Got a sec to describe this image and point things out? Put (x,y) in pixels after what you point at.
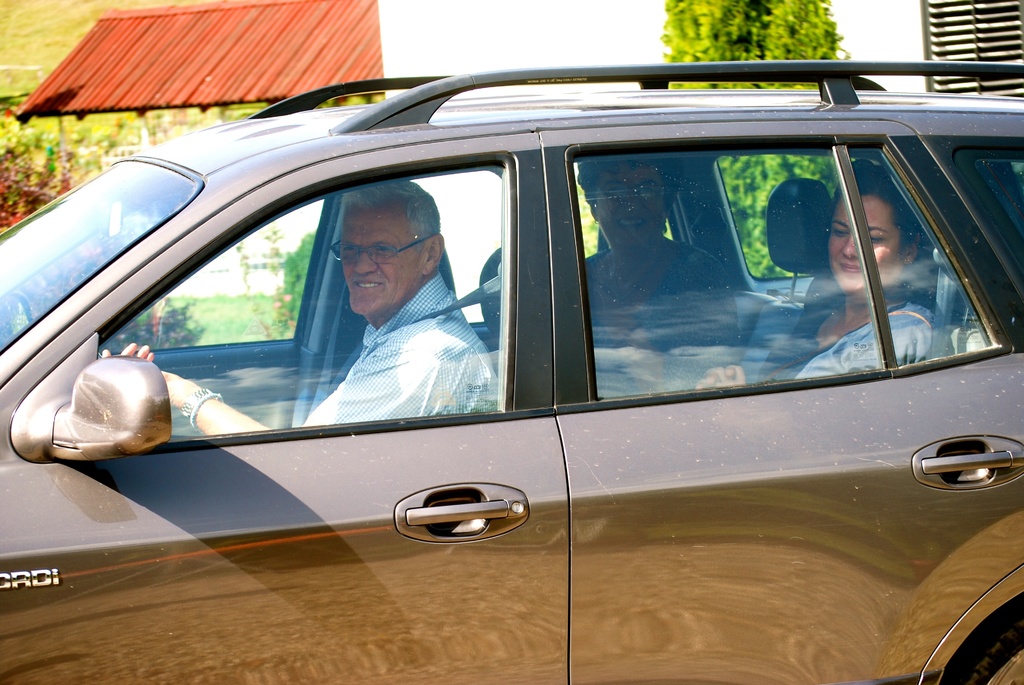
This three persons (860,272) are sitting inside this vehicle (478,257). Far there is a shed (207,56) and tree (737,3). These three persons (397,294) are holding a smile.
